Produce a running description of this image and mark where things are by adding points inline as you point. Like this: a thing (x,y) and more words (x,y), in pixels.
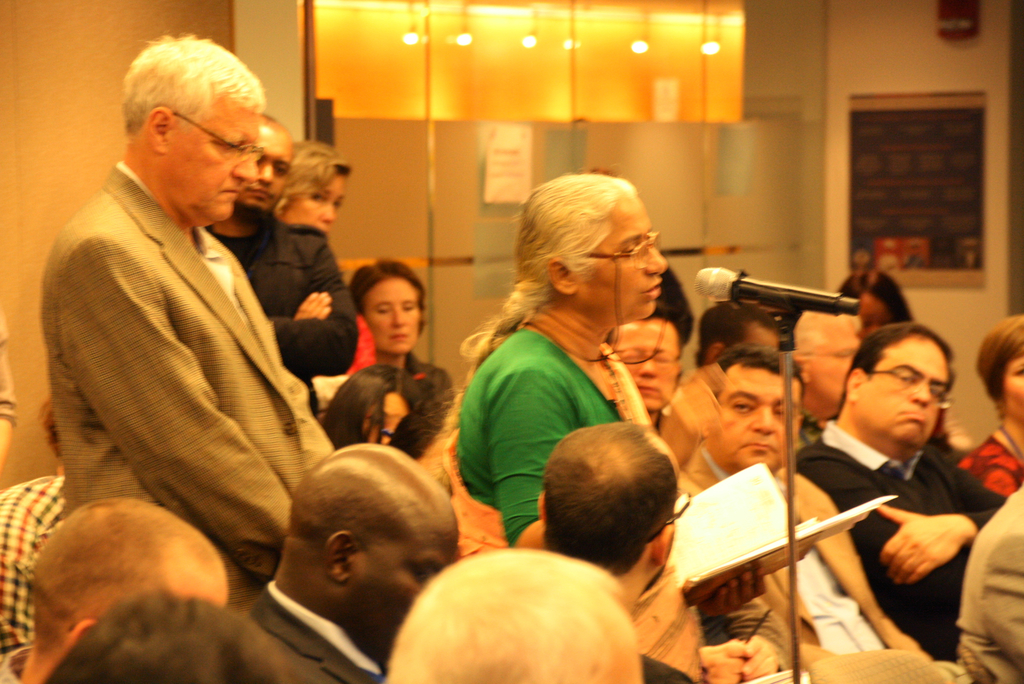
In this picture I can see there is a man (234,356) standing at the left side (232,393) and there is a person (271,277) standing behind him is wearing a black blazer (274,293). There is a woman (560,396) standing in the center (619,408), she is wearing a sari (619,408) and speaking. There is a microphone (809,292) in front of her and there are a few people (771,319) sitting around her. In the backdrop (674,43) there is a wall (538,43) and lights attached to the ceiling (715,8).
